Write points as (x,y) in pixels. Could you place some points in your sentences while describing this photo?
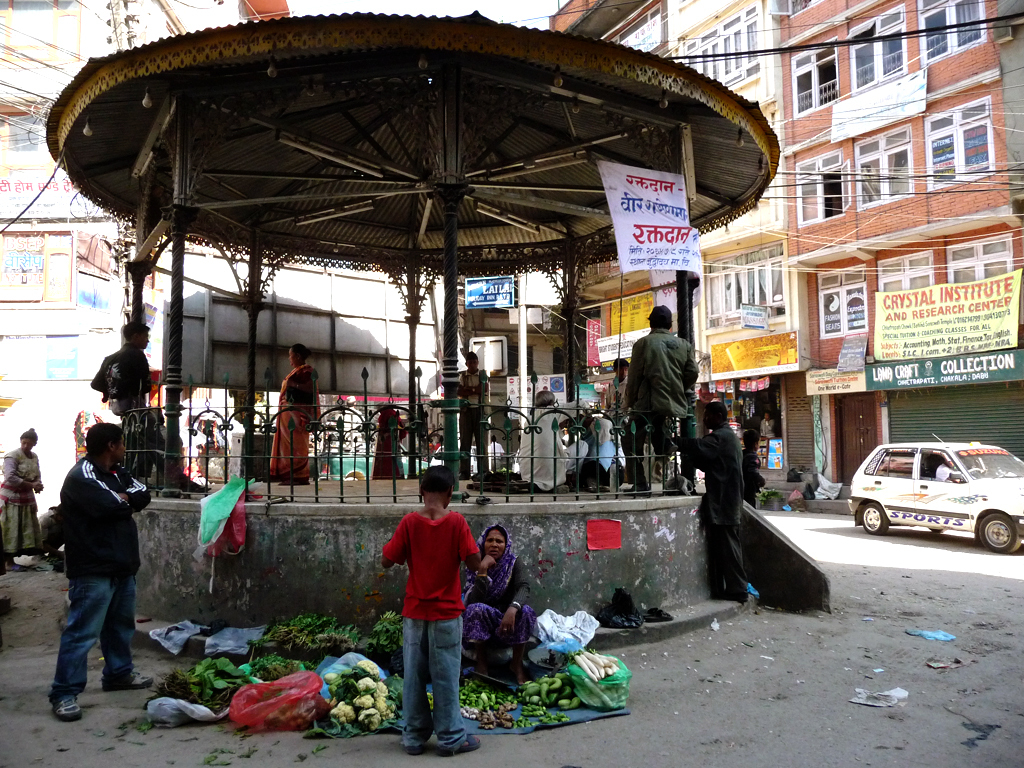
In this image there are vegetables (354,683) on a pavement (634,704) and there are people (97,576) standing and woman (521,635) is sitting, in the background (255,420) there is a shelter (402,454), in that shelter (372,420) there are people (462,420) standing, behind the shelter (128,80) there are buildings (862,424) and there is a car (905,520) on the road (926,662).
